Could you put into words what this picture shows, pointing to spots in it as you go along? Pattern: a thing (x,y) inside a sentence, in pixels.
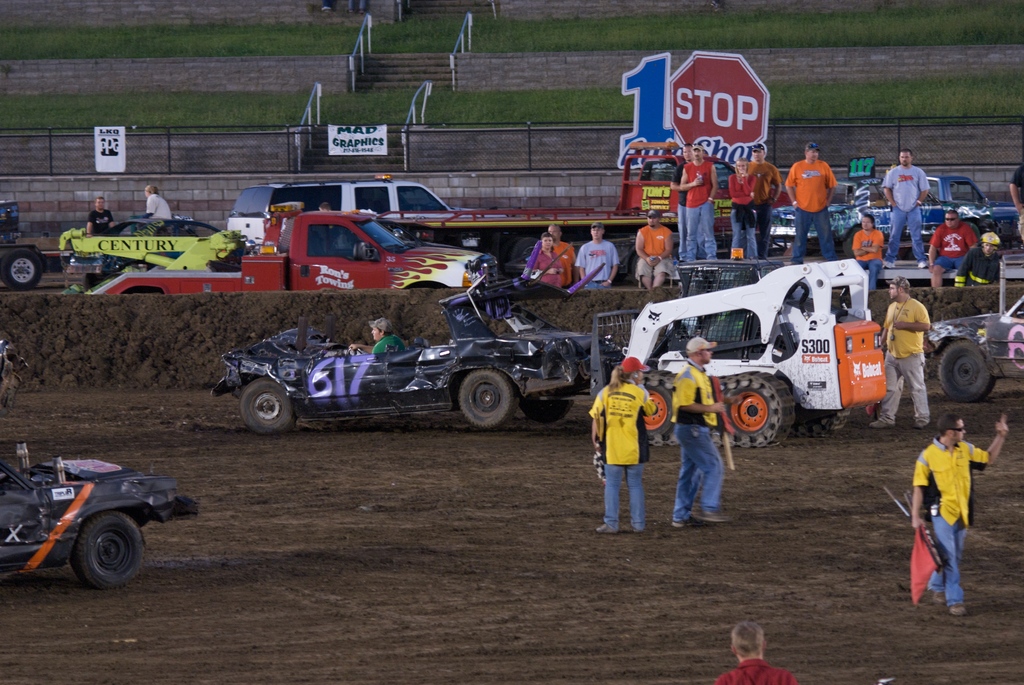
In this image, I can see few people (753,244) standing and few people (871,262) sitting. These are the trucks (142,290) and cars (470,339), which are moving. This looks like a hoarding (674,112) of a signboard (711,87). This is a fence (192,141). These are the stairs (311,139) with the staircase holder (361,47). This is the grass (823,25). I can see the wall (871,65).
